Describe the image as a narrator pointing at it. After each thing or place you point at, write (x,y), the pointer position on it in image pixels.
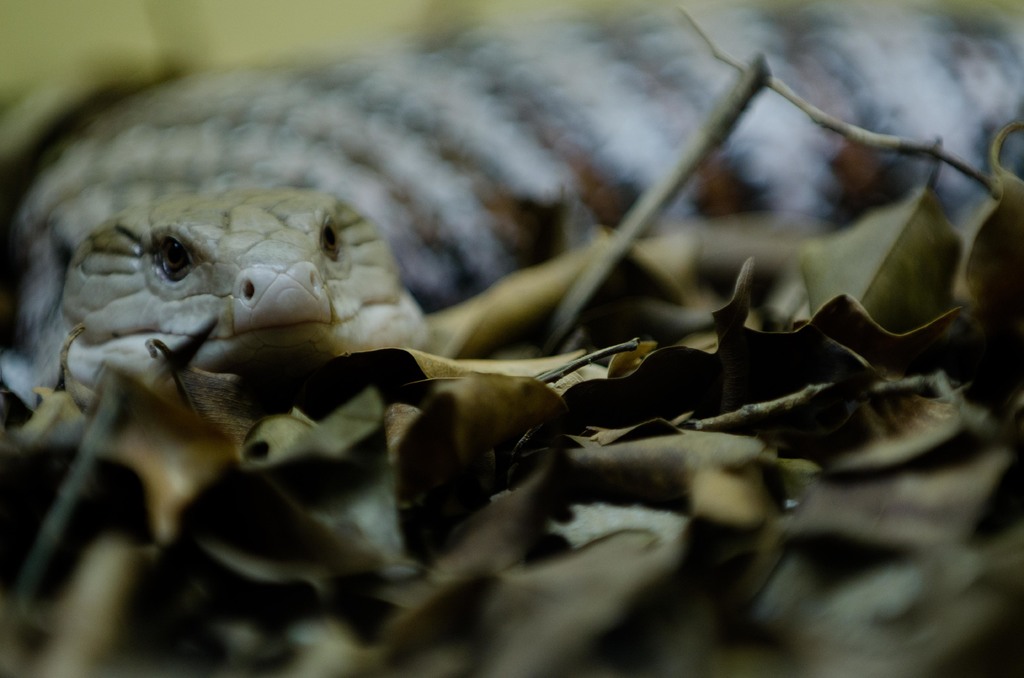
In this image there is a lizard (264,97) on the land (508,438) having many dried leaves (555,535) on it.
